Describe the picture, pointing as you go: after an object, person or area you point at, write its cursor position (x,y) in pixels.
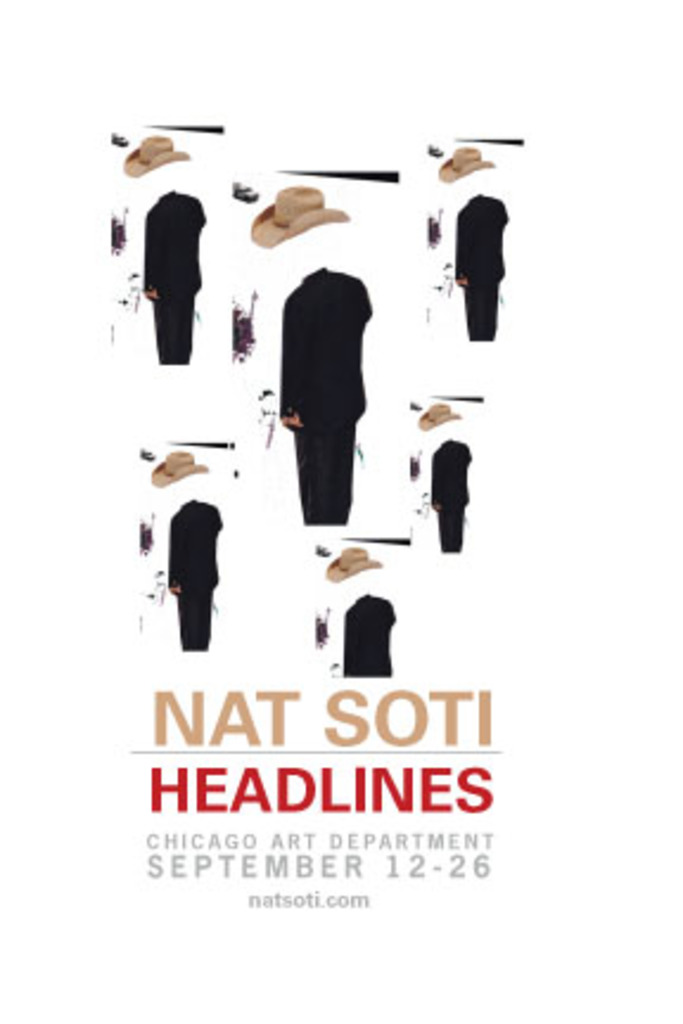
In this picture we can see caps (444,178), persons (469,313) and some text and in the background (39,698) we can see white color.
